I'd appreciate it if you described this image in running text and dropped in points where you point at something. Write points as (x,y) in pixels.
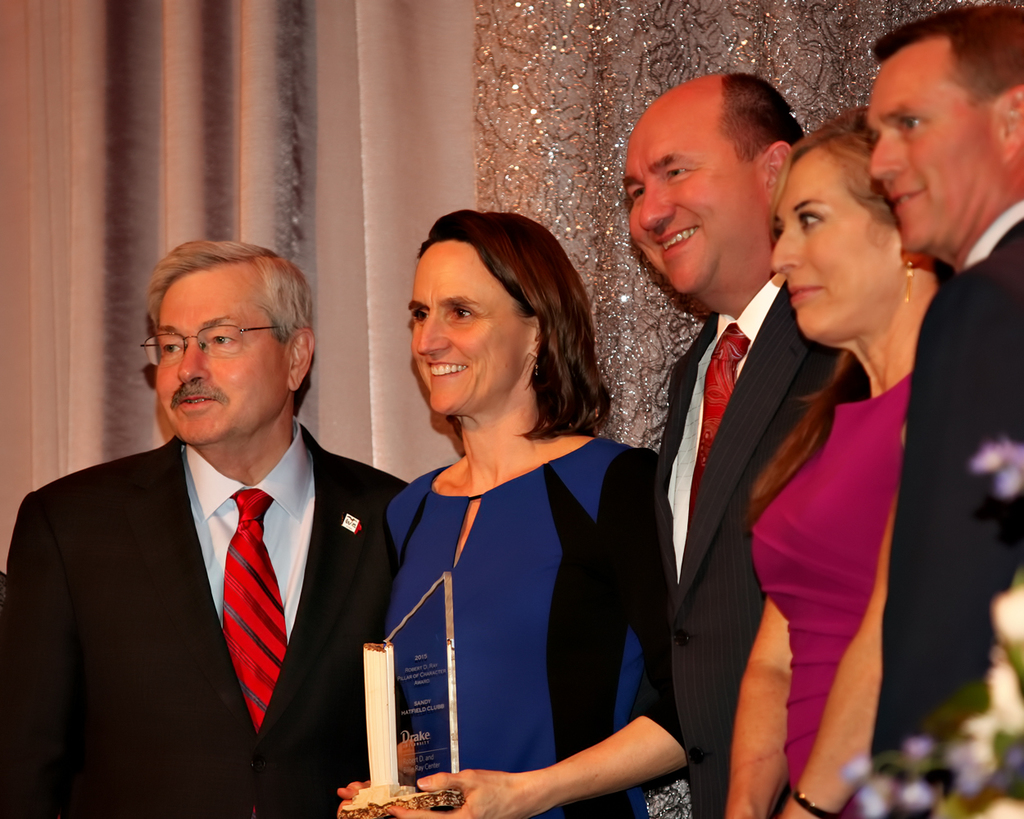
In this image there are a few people (737,361) standing with a smile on their face (448,409), behind them there are curtains (428,187).
